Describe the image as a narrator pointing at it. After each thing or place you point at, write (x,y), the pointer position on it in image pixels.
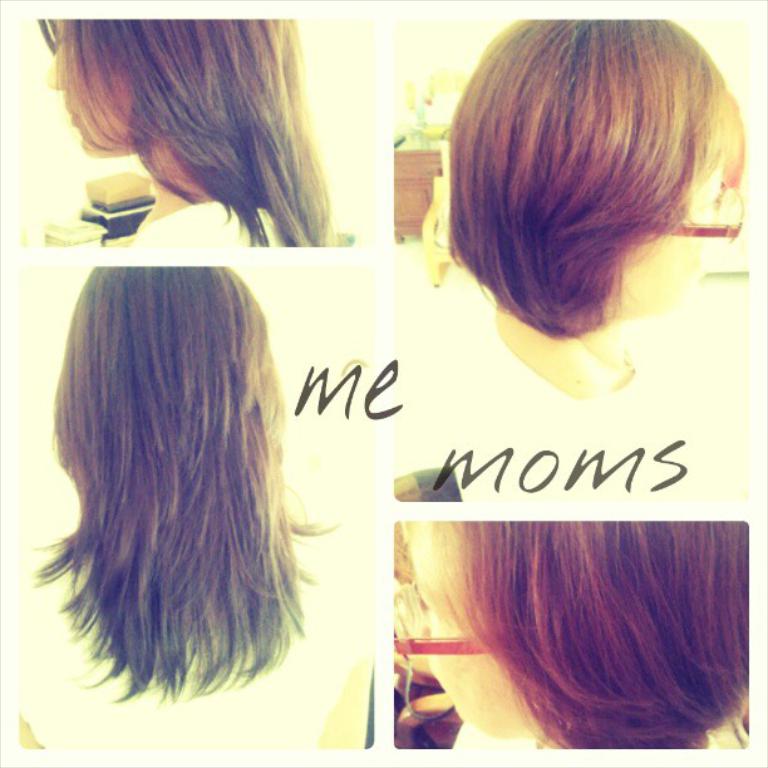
This is collage picture, in these pictures we can see faces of people (320,168), hair (315,162) and text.
